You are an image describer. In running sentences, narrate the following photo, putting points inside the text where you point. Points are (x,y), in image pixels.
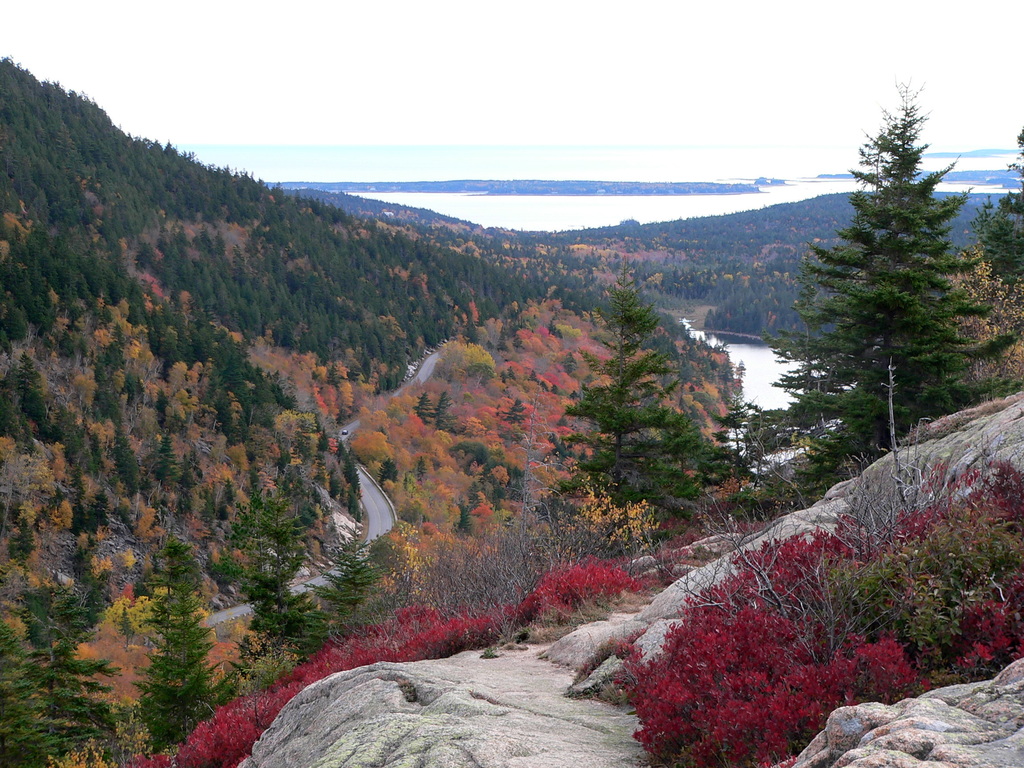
In the foreground of this image (476,583), there are trees (491,434) on either side of the road (378,501). On right bottom corner (967,666), we see few plants (851,678), stone (608,711) and trees (902,326). On top (544,221), we see the water (530,197) and the sky (607,27).
